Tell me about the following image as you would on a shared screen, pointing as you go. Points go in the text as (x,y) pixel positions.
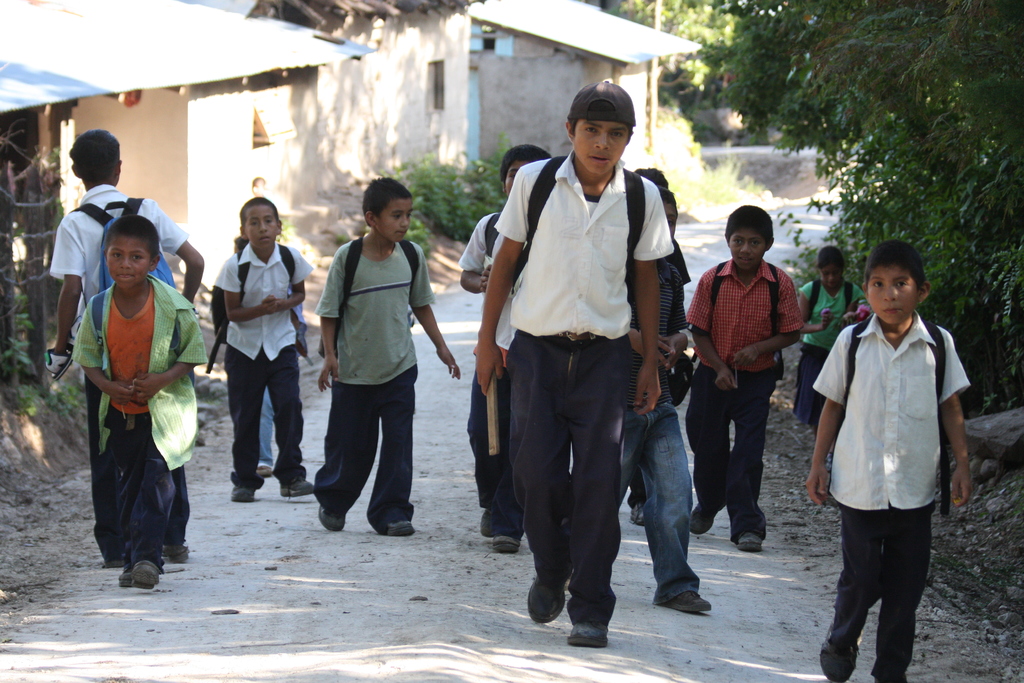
In this image there are group of people (487,220) wearing a bag (639,194), behind there are houses (369,78) and trees (922,181).
